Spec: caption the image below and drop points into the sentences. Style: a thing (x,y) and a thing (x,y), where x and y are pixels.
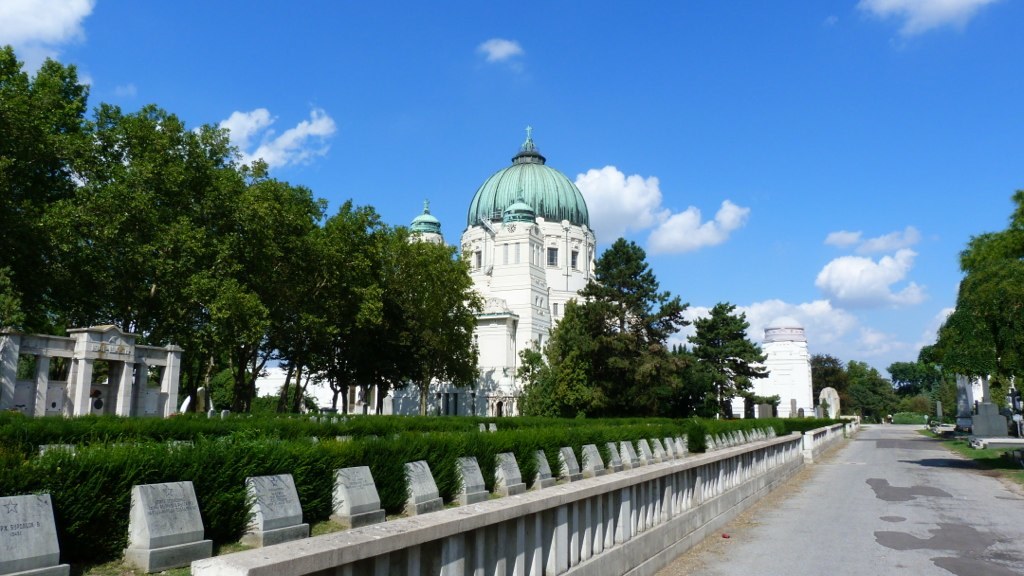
In this image, on the right side (1004,335), we can see some trees (1003,329), pillars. In the middle of the image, we can see a wall (754,457), grass (498,440). On the left side (80,339), we can also see a building (435,409), pillars (5,385), trees (342,260), plants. At the top (786,130), we can see a sky (787,132), at the bottom (942,457), we can see a road (857,444).
